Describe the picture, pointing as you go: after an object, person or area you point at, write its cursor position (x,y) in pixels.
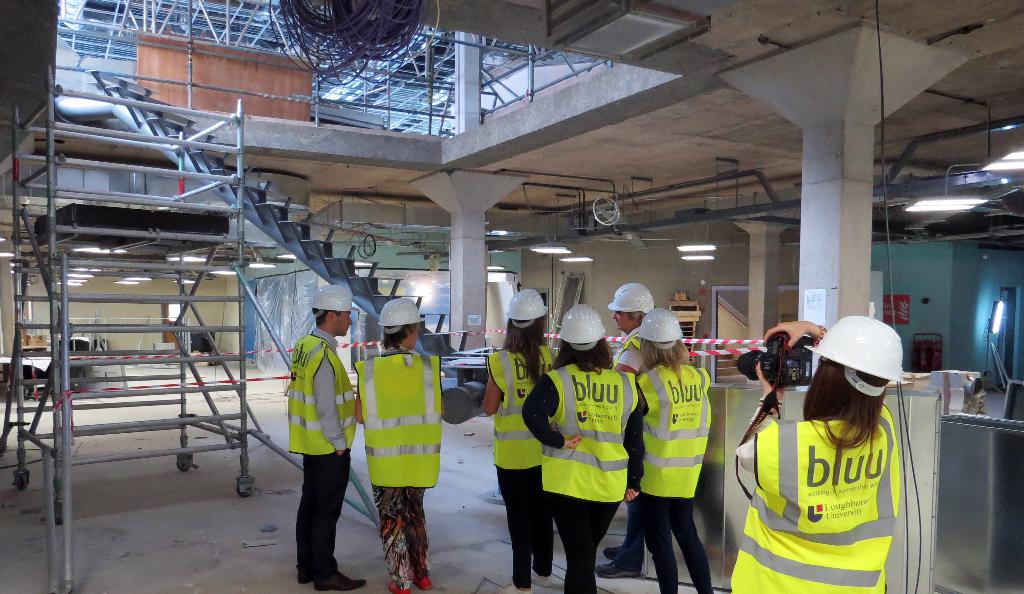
In this image there are group of persons (692,411) standing in the center (596,384). In the front (847,500) there is a woman (848,501) standing and holding the camera (778,374) and clicking a photo. In the background (258,205) there is a staircase (309,259), there are pillars (753,285) and there is a stand (166,326). On the top (344,33) there is a bunch of wires (390,37), on the right side (985,328) there is a stand (997,325) with light (998,332) and on the wall (918,316) there is a poster (908,320) which is red in colour.
